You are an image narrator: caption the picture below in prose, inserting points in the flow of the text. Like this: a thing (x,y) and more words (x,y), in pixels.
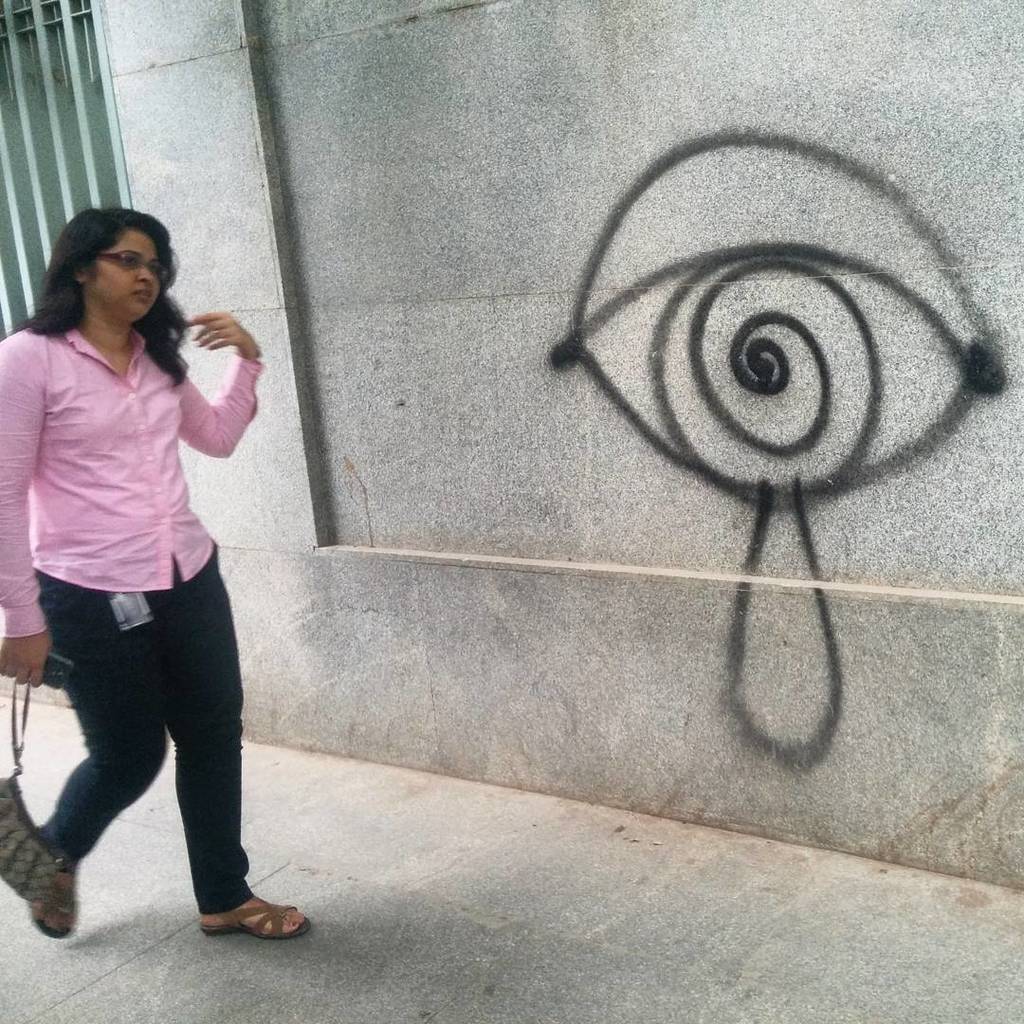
In this image on the left (171,537) there is a woman (152,671) walking and holding purse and a mobile phone (58,687) in her hand (21,658). In the background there is a drawing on the wall (402,300).
